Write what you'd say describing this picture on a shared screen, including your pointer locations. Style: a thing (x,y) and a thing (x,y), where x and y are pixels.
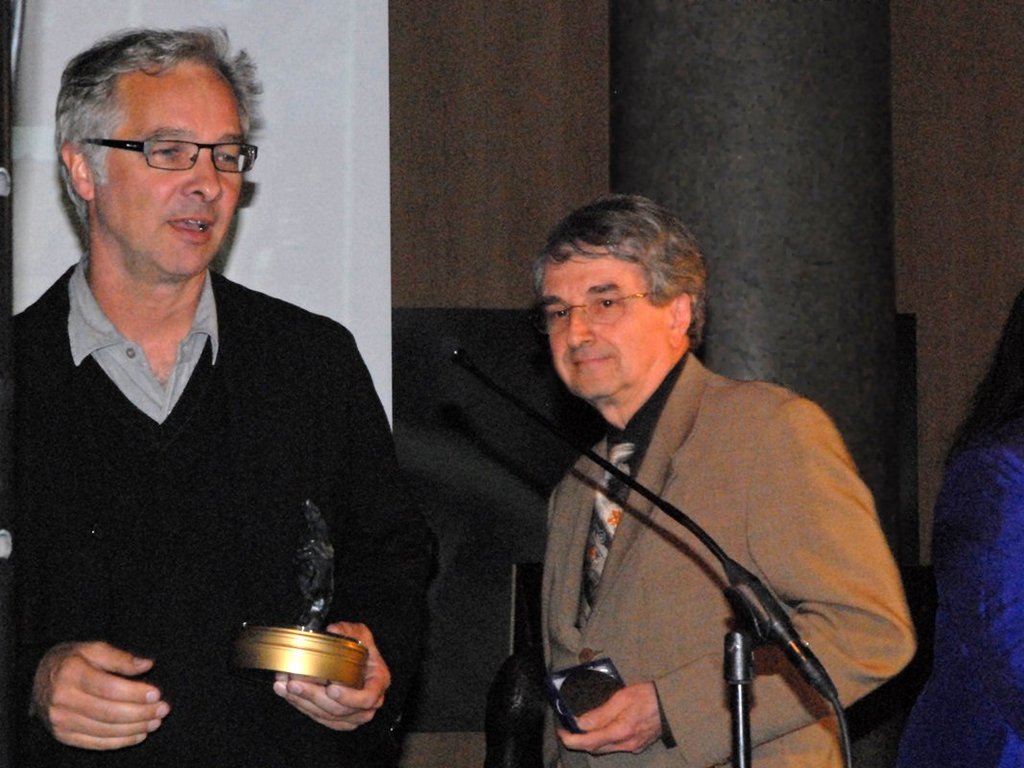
In this image, we can see two men (328,524) standing, they are wearing specs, we can see a black color microphone (746,674).
